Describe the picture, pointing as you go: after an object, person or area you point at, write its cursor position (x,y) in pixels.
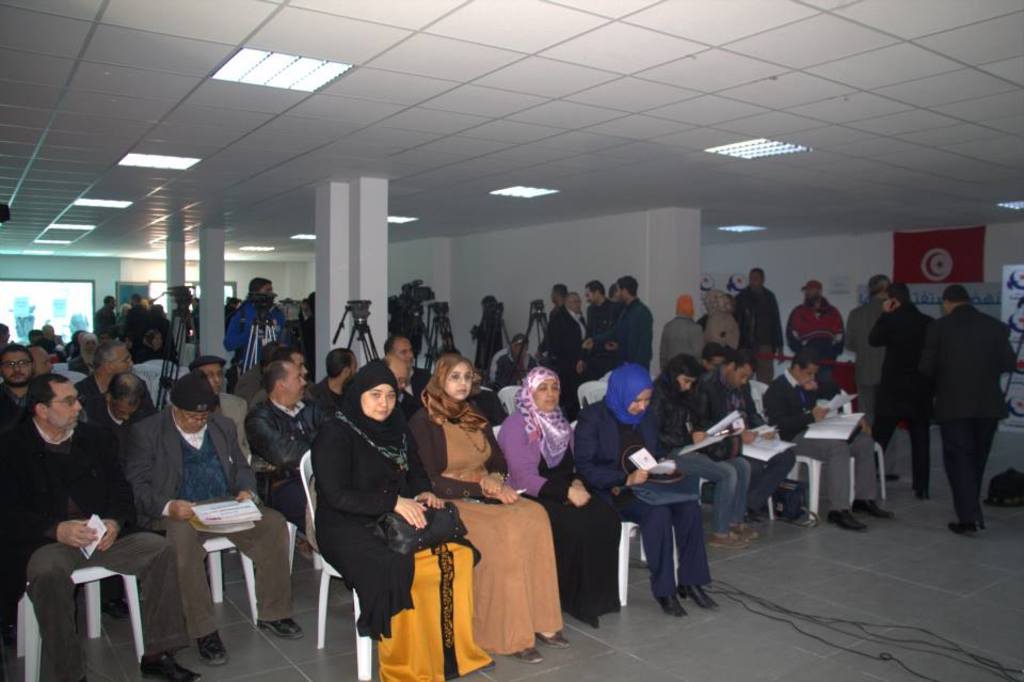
In this image we can see there are people (406,448) sitting on the chairs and holding a paper (645,452) and a book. And there are few people (885,345) walking and few people (415,317) are standing and holding a camera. And there are stands (174,343), banners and pillar (356,261). At the top (371,67) there is the ceiling (451,93) with lights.
